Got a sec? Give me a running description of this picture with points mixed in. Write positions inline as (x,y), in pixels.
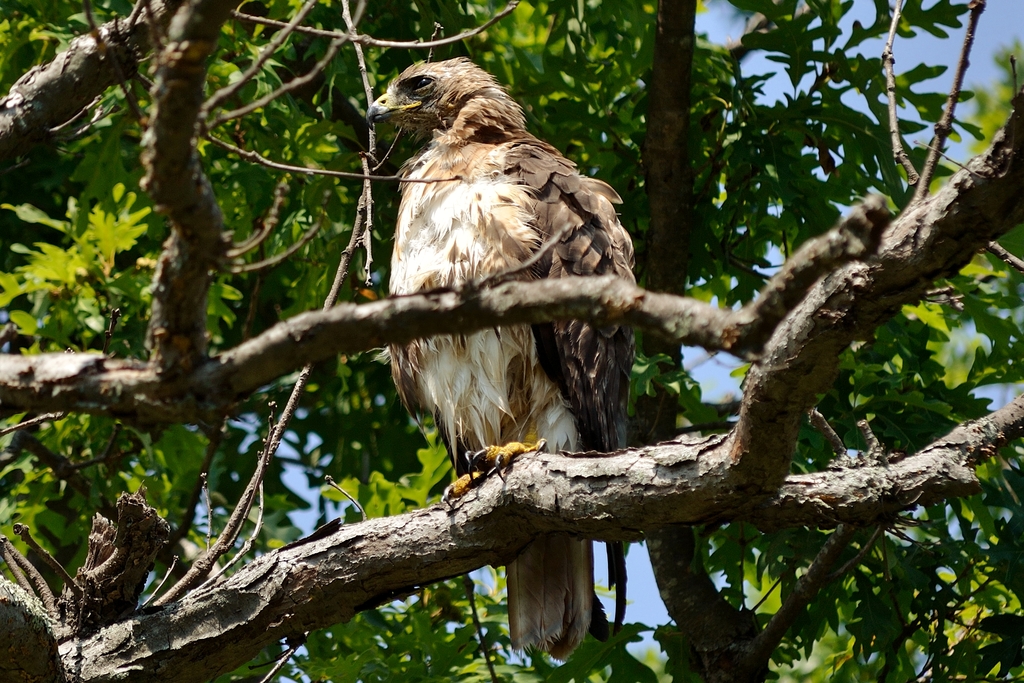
In the foreground (931,445) there is a tree (621,153). There is a bird (421,118) standing on the tree (405,495). At the top (750,58) there is sky (769,64).
